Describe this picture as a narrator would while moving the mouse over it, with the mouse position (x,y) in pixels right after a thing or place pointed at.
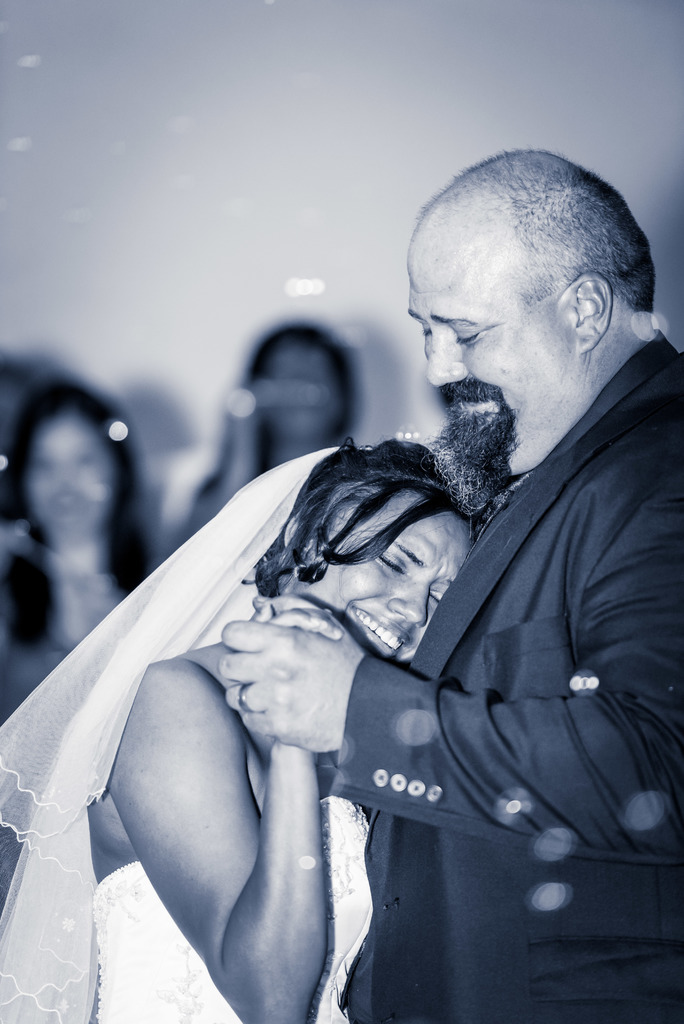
This image consists of a man (376,681) wearing a black suit (587,809). In front of him, there is a woman (170,871) wearing a white dress (170,937) is crying. In the background (106,573) there are few people (66,515). And the background (208,108) is blurred.
